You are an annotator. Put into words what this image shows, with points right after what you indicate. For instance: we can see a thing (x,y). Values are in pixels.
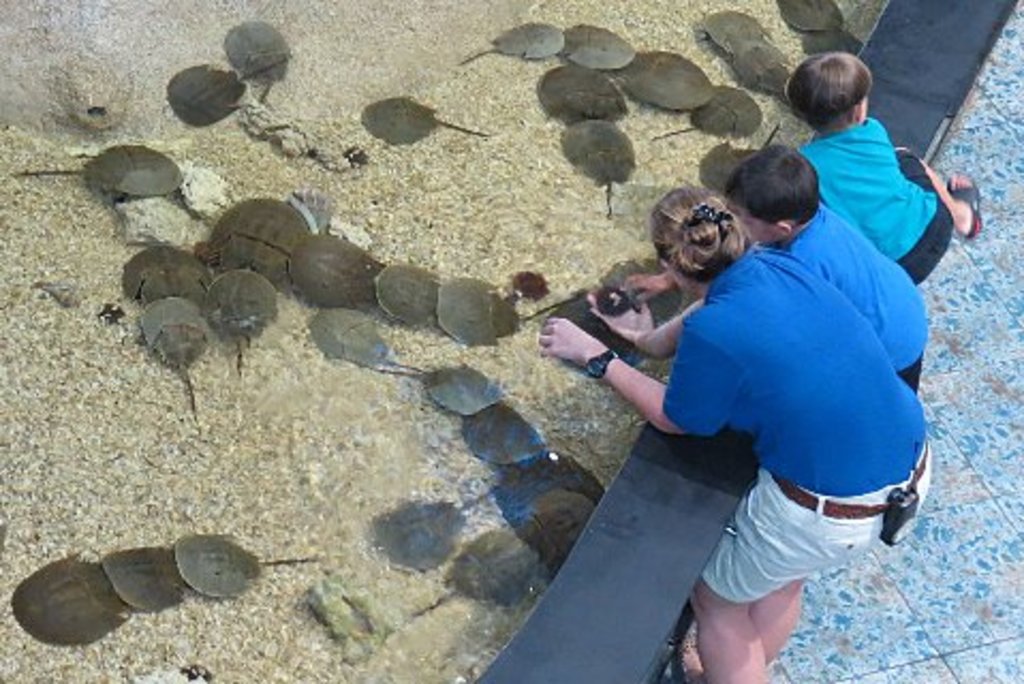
In this image, on the right side (836,244), we can see few people (900,236). On the left side (241,258), we can see some horseshoe crabs (437,319) in the water (487,202).
